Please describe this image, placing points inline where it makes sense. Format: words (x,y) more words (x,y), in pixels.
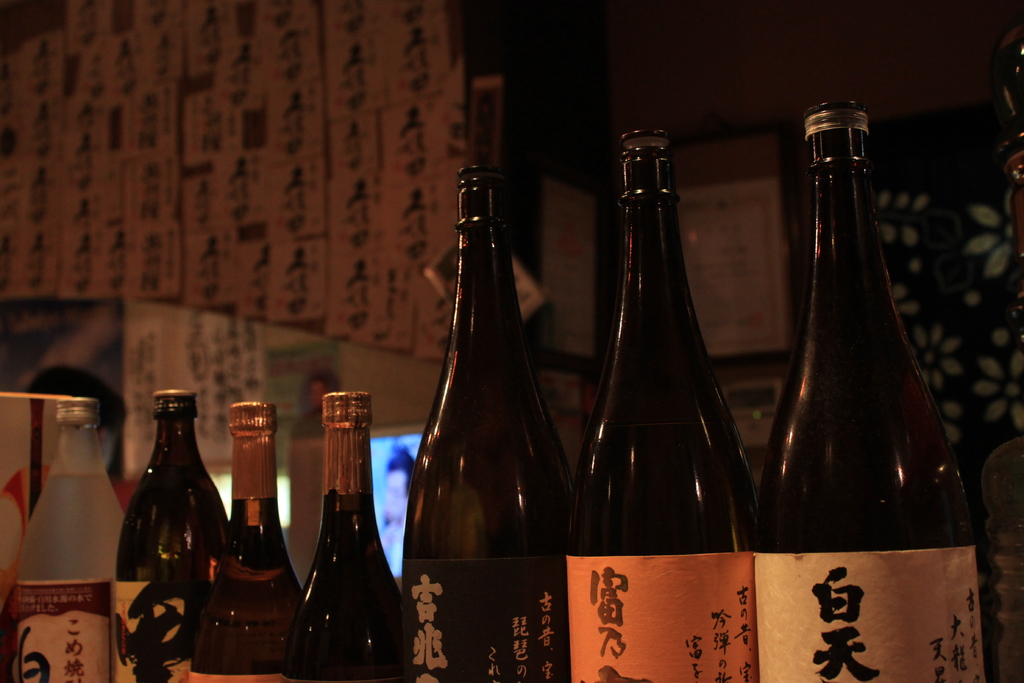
This picture is of inside. In the foreground (190,481) we can see many number of drink bottles (499,477) in which four of them (87,401) are sealed and three of them (490,593) are open. In the background (994,261) we can see the wall (299,62).
